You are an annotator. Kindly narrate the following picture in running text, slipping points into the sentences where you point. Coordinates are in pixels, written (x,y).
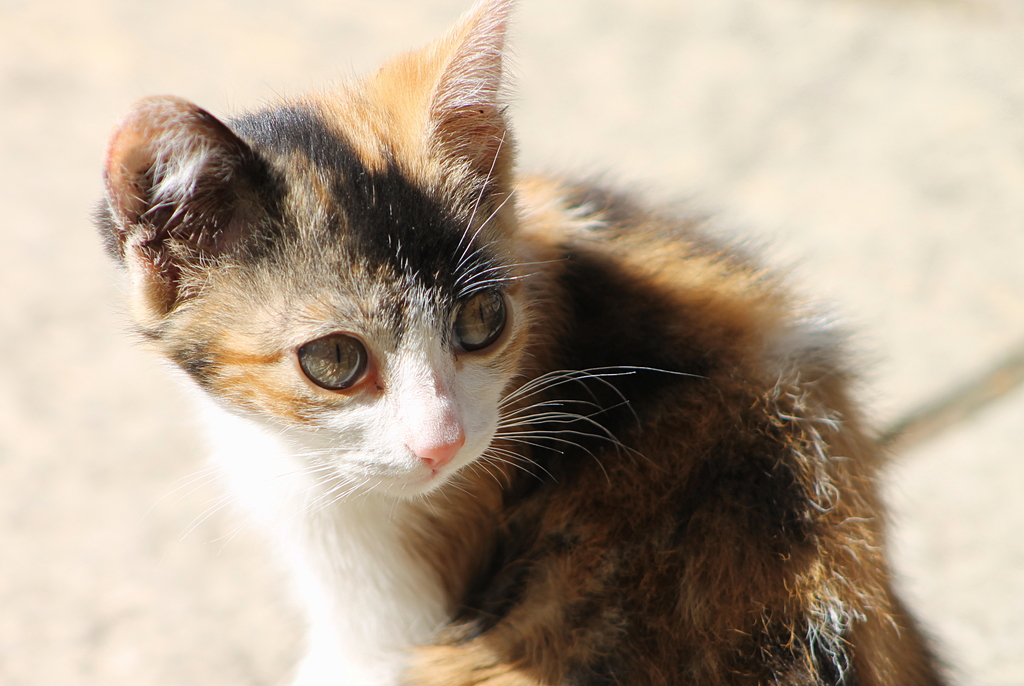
In this image we can see a cat (459,357) on the surface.
